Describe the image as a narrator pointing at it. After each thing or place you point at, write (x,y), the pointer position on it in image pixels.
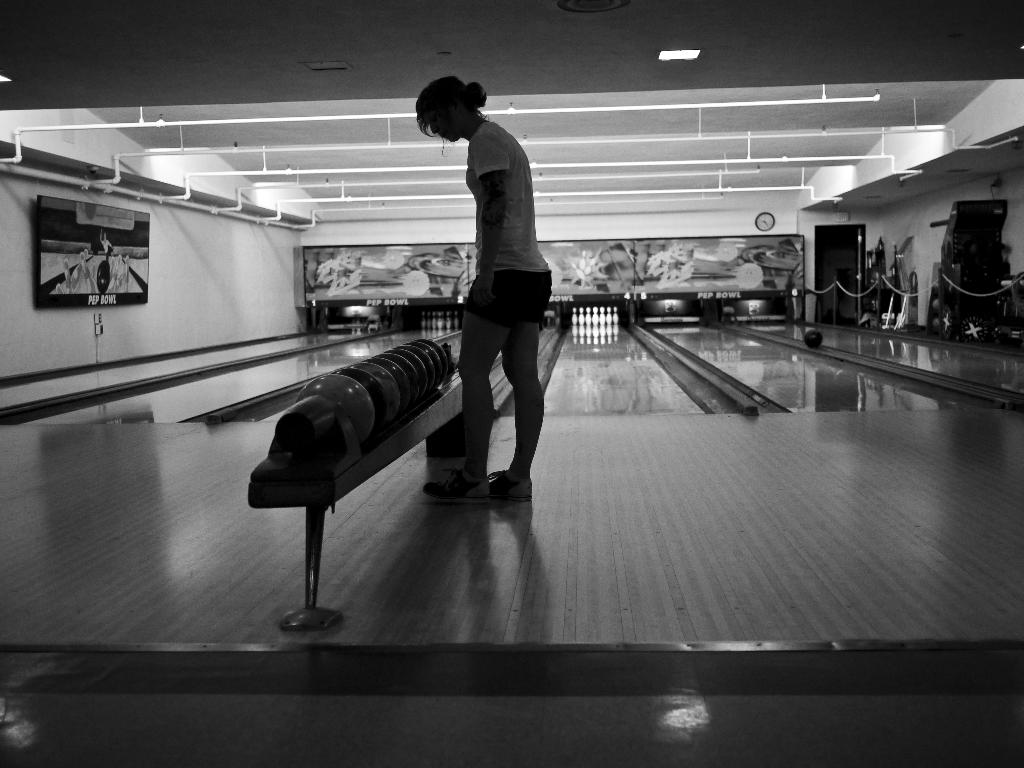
In this picture we can see a woman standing in the front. Beside there is a ball rack (421,412). Behind we can see the white color bowling pins (588,319). On the top ceiling (771,185) we can see the pipe frame (757,159) and some lights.
